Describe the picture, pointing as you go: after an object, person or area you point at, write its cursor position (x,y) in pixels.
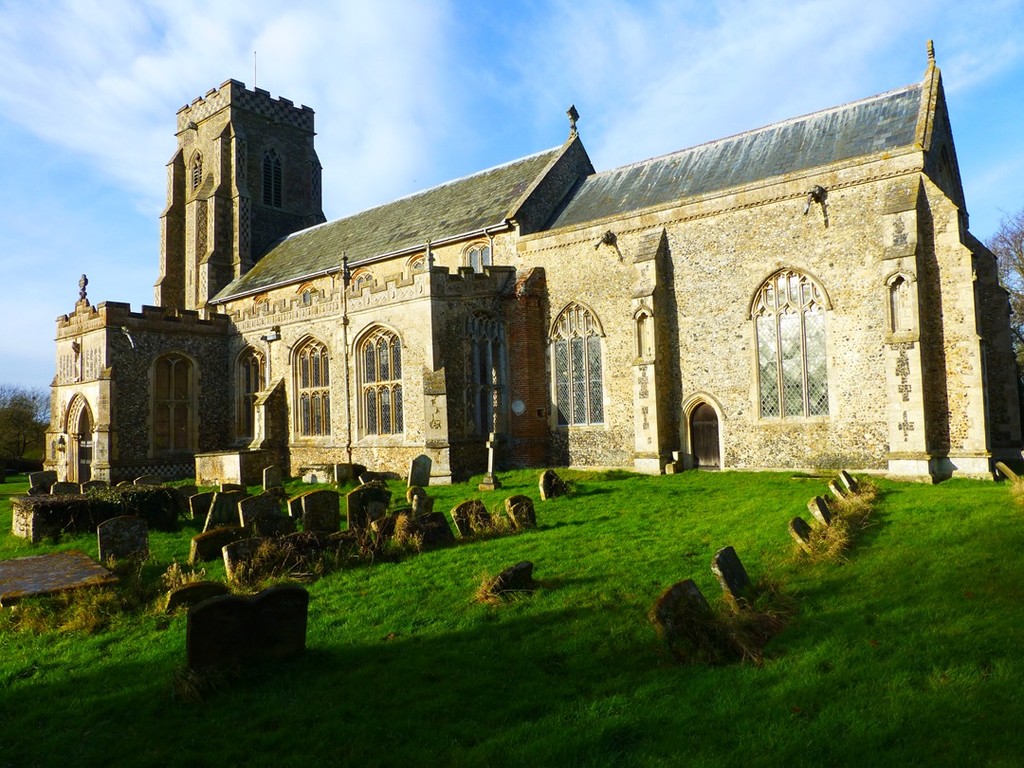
In the image we can see there is ground (579,556) covered with grass (442,609) and there is graveyard (692,589). Behind there is a building (576,343) and there are trees (32,393). There is a cloudy sky (637,1).
